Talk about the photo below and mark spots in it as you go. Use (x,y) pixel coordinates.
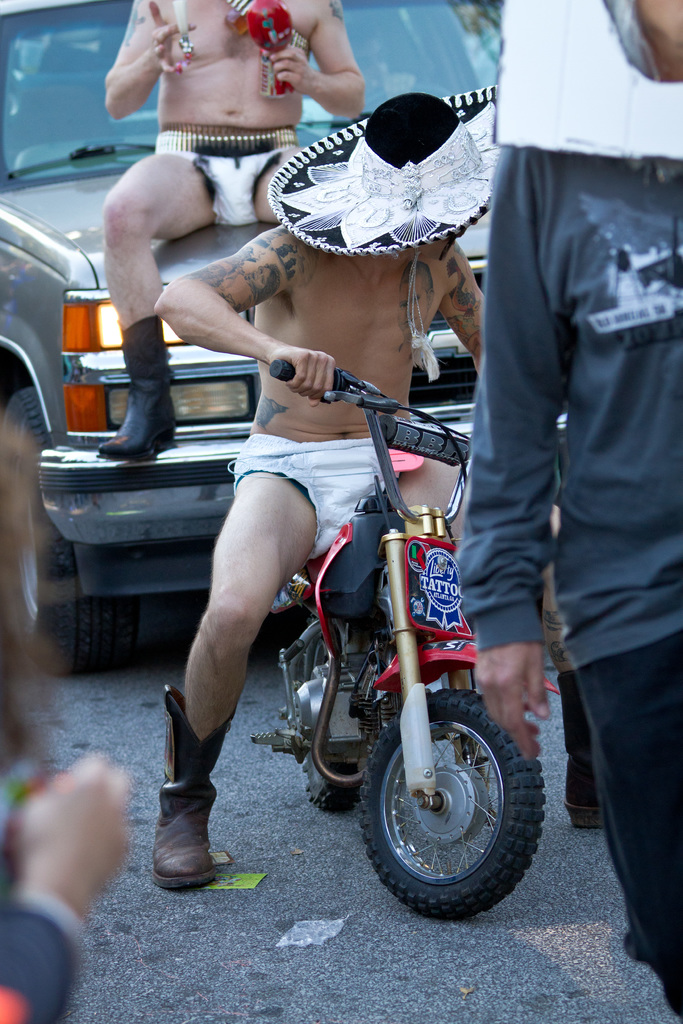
This person (318,293) is sitting on a motorbike (423,548) and wore a hat (412,180). This person (237,184) is sitting on a vehicle (97,171) and holding a tin (269,65). This person (584,623) is standing.
